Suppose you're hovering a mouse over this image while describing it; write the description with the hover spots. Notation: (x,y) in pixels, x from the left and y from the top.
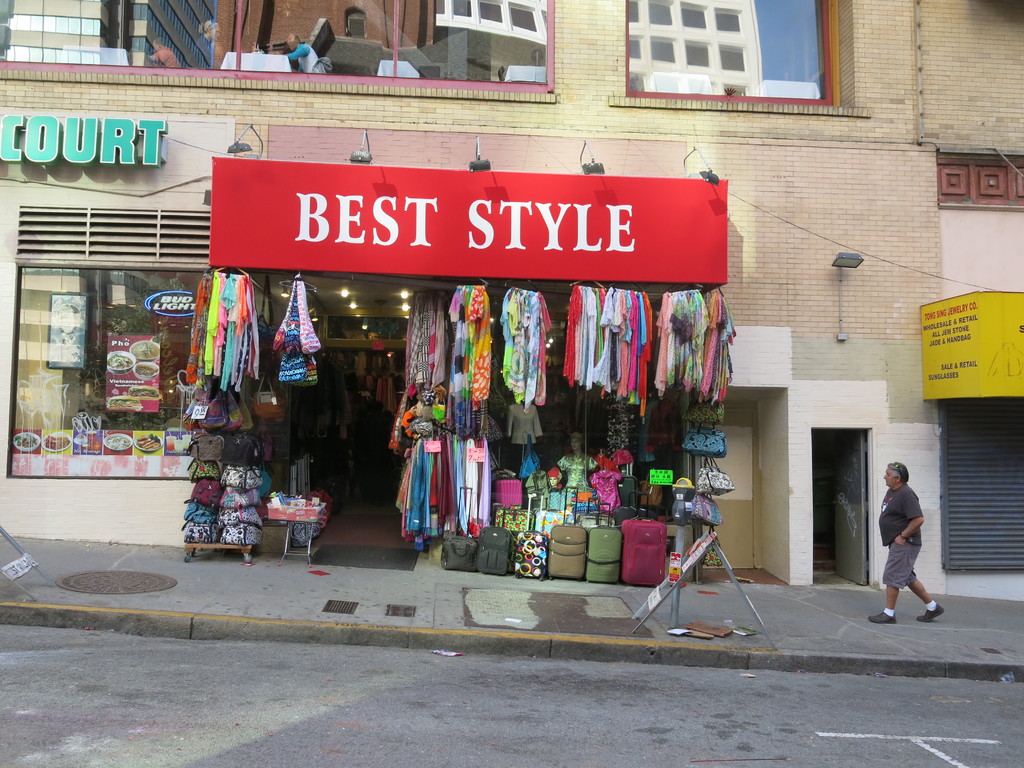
In this image, we can see a shop (671,262), there are some clothes (213,341) hanging, we can see some bags (480,560) on the ground (202,563), there is a person (900,566) walking, we can see a door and there is a shutter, we can see the windows (61,295).
